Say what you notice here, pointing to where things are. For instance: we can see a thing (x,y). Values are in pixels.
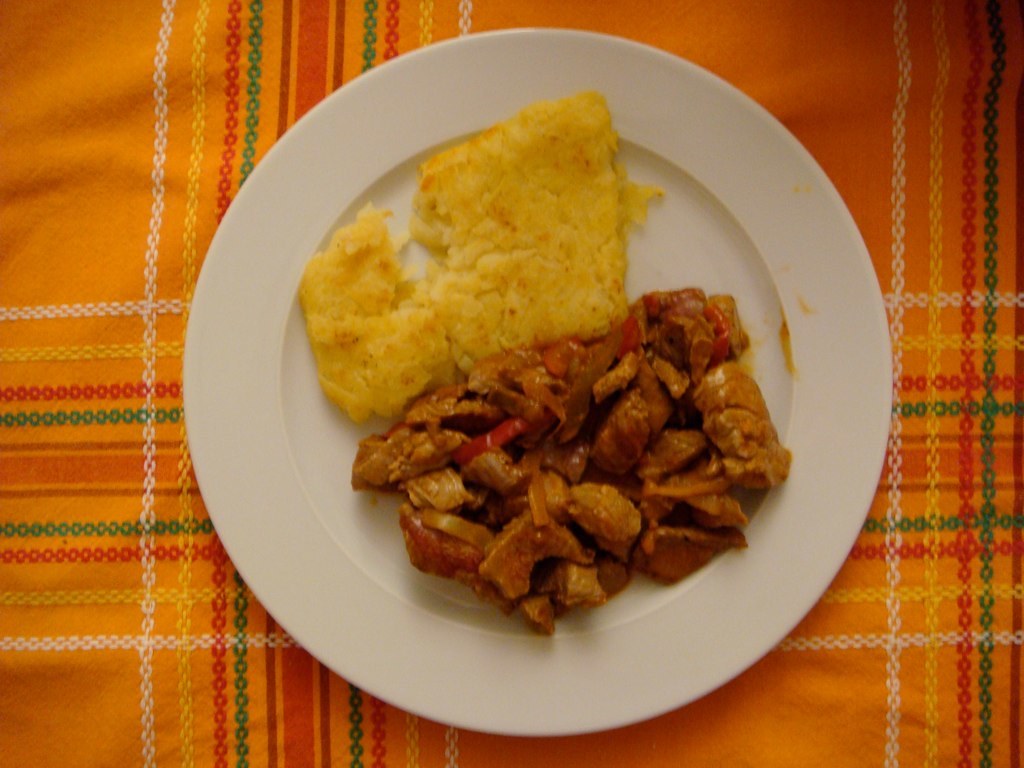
In this image we can see a plate (270,351) with some food (398,409) on the cloth (753,36).
